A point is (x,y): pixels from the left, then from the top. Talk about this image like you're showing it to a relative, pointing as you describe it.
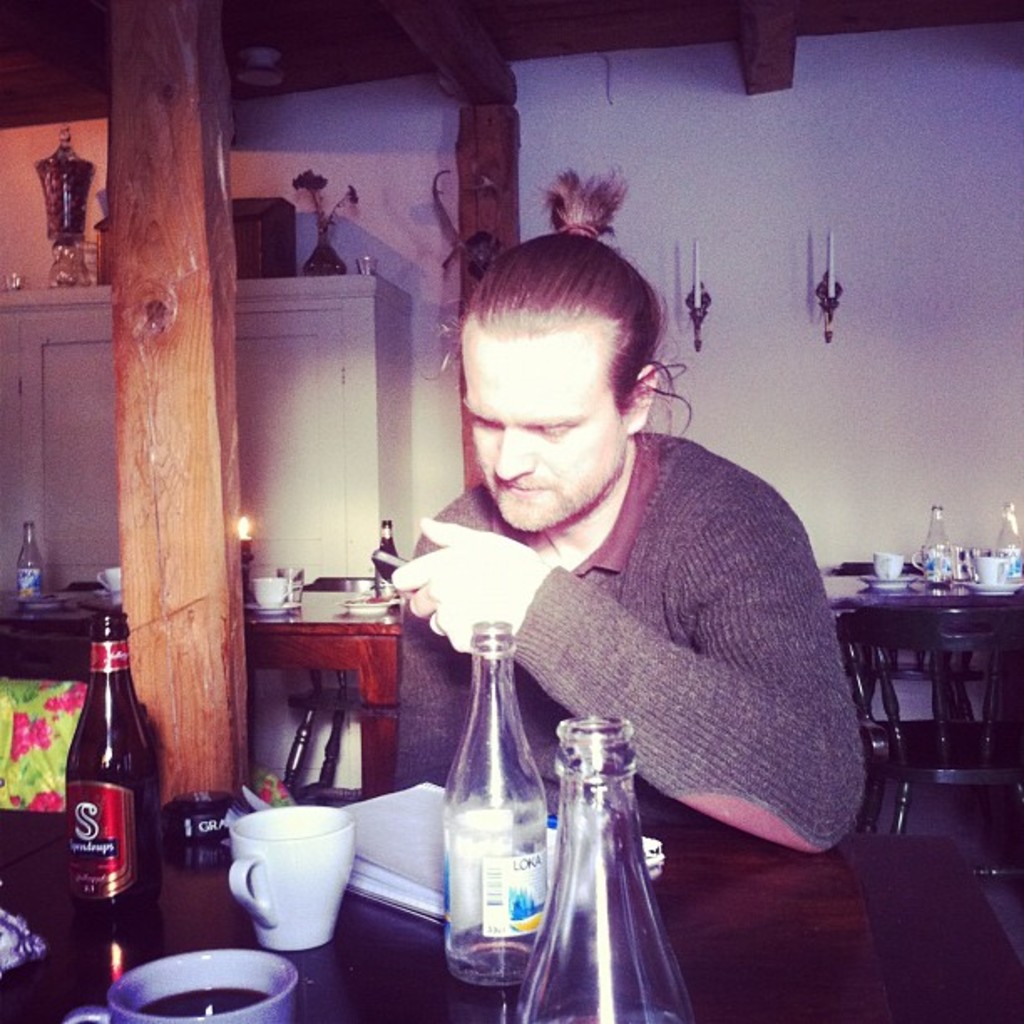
In this picture I can see a man (667,737) is holding an object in the hand (528,566). I can also see tables (318,955) on which I can see bottles (550,920), cups (309,932) and other objects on it. In the background (704,400) I can see white color wall (667,348) on which some objects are attached to it. On the left side (107,455) I can see white color cupboard (326,569) on which I can see some objects (244,227) on it. I can also see some wooden poles (183,468).
